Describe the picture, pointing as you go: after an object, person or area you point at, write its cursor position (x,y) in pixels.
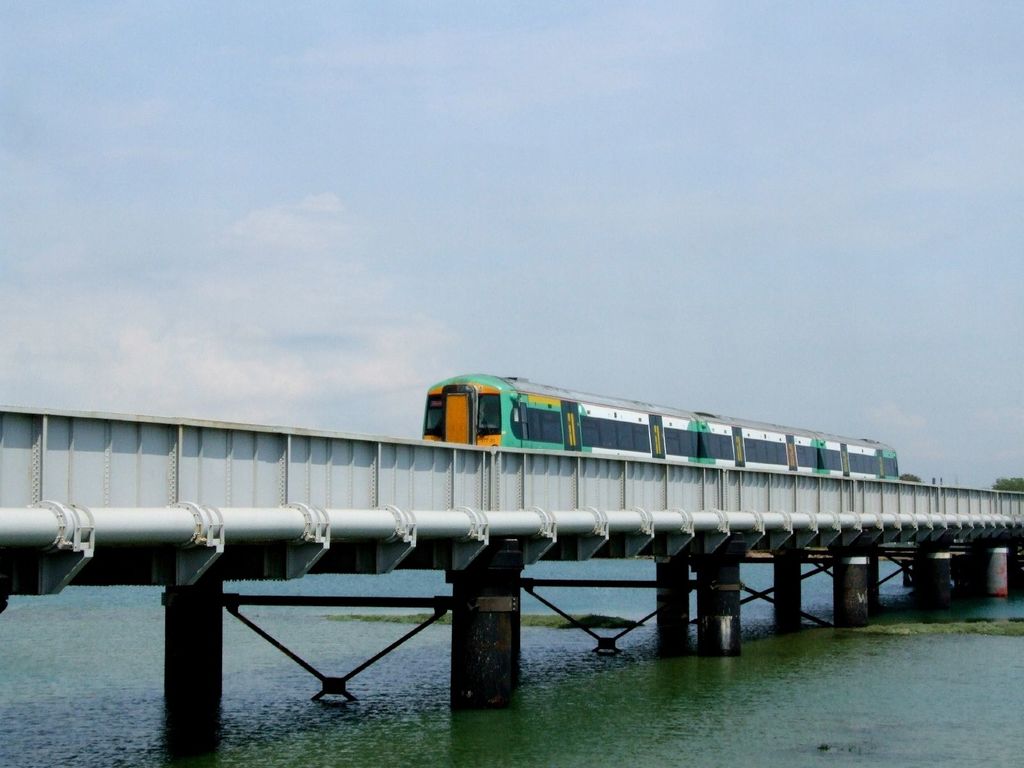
In this image there is the sky (591,215), there is the bridge (344,508), there are pillars (513,622), there is a train (611,428) on the bridge (20,428), there is the sea (832,675), there is grass (535,621), there are trees (909,482), there is a tree (1002,480) truncated towards the right of the image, there is bridge (999,514) truncated towards the right of the image (993,517), there is a bridge (41,526) truncated towards the left of the image (41,514).
